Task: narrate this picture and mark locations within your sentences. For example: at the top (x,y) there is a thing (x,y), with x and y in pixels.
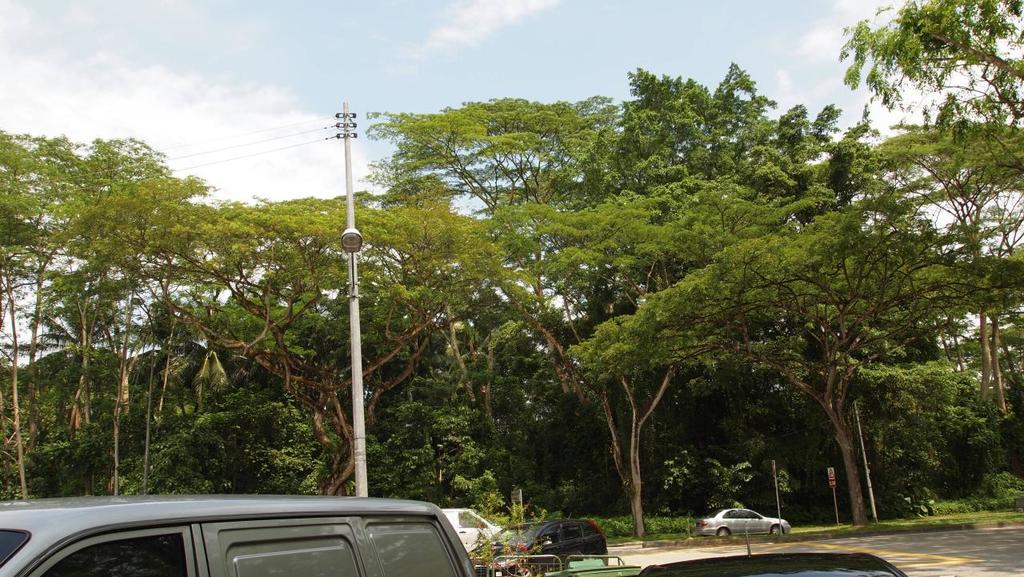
This image is taken on the road (900,537). In this image there are vehicles (819,561) on the road (900,537). In the middle (361,378) there is an electric pole (355,323) to which there is a light (348,238). In the background (537,356) there are trees (703,359). At the top (321,41) there is the sky (280,41).
